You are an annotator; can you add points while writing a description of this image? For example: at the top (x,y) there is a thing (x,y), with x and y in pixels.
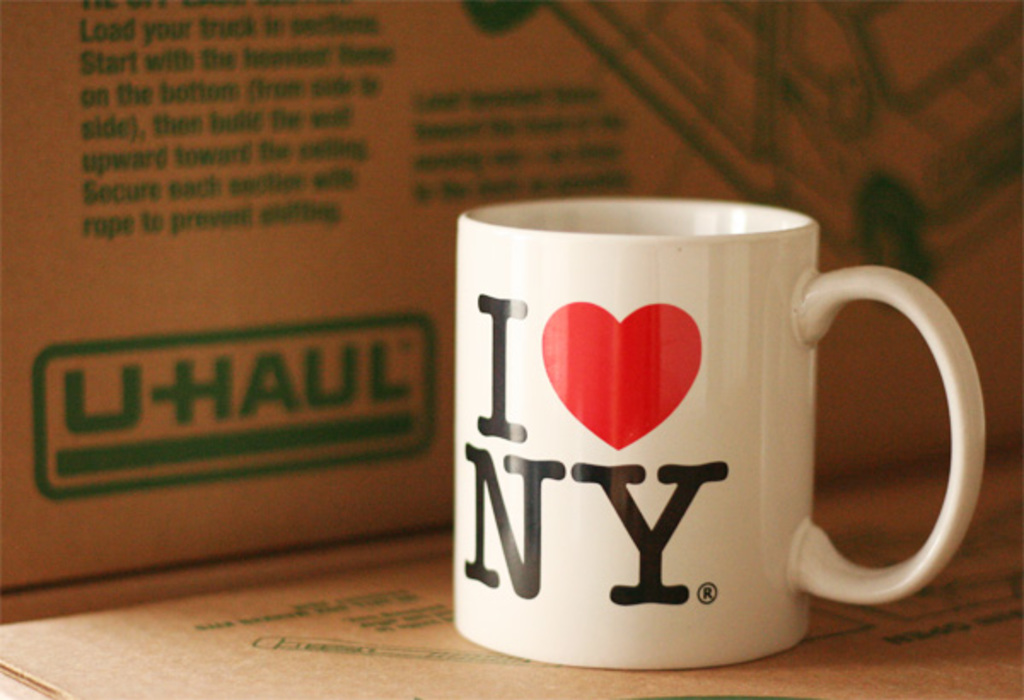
In the image there is a cup (535,505) with some text (537,518) and a symbol (591,383) on it. Behind the cup (554,632) there is a cardboard box (436,444) with text (436,143) and an image (886,234) on it.
